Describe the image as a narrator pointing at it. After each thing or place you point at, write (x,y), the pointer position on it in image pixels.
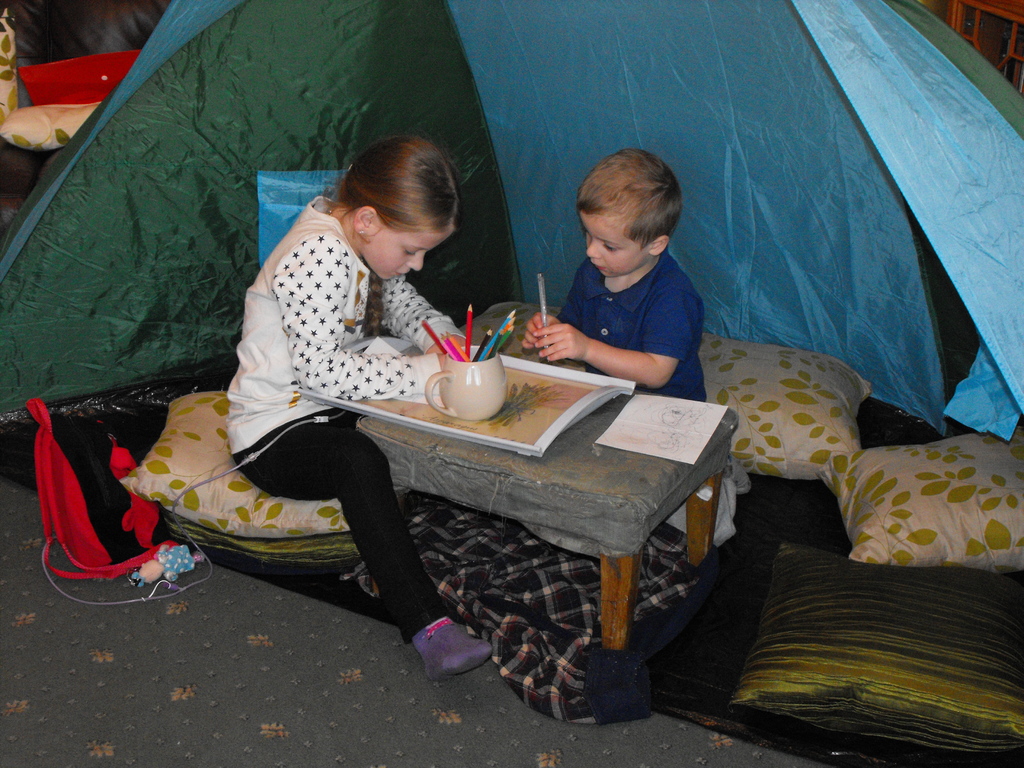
In the image a girl (389,255) and a boy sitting under a tent (536,90). There are few pillows (828,444) on the floor (276,618). There is a table (509,515) on the table (435,454) there is some pencils (453,342) on a glass (494,390) and a paper (637,435) is there. Here is a bag (147,547).
